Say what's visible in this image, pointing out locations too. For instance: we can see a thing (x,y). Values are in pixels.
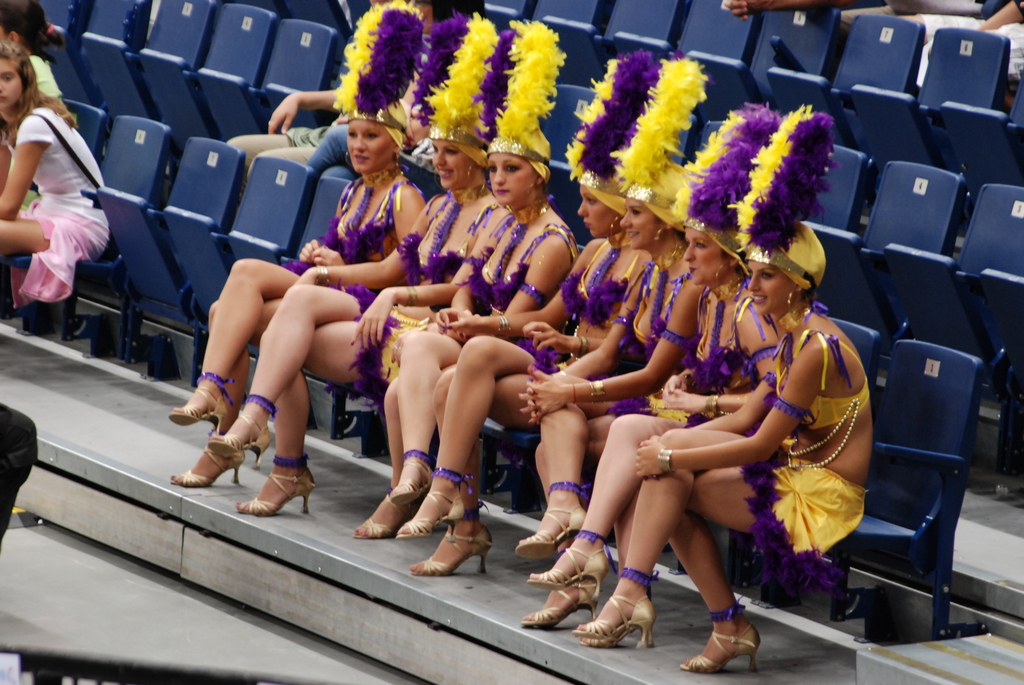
In this image women (463,376) were sitting on the chairs (605,3).
